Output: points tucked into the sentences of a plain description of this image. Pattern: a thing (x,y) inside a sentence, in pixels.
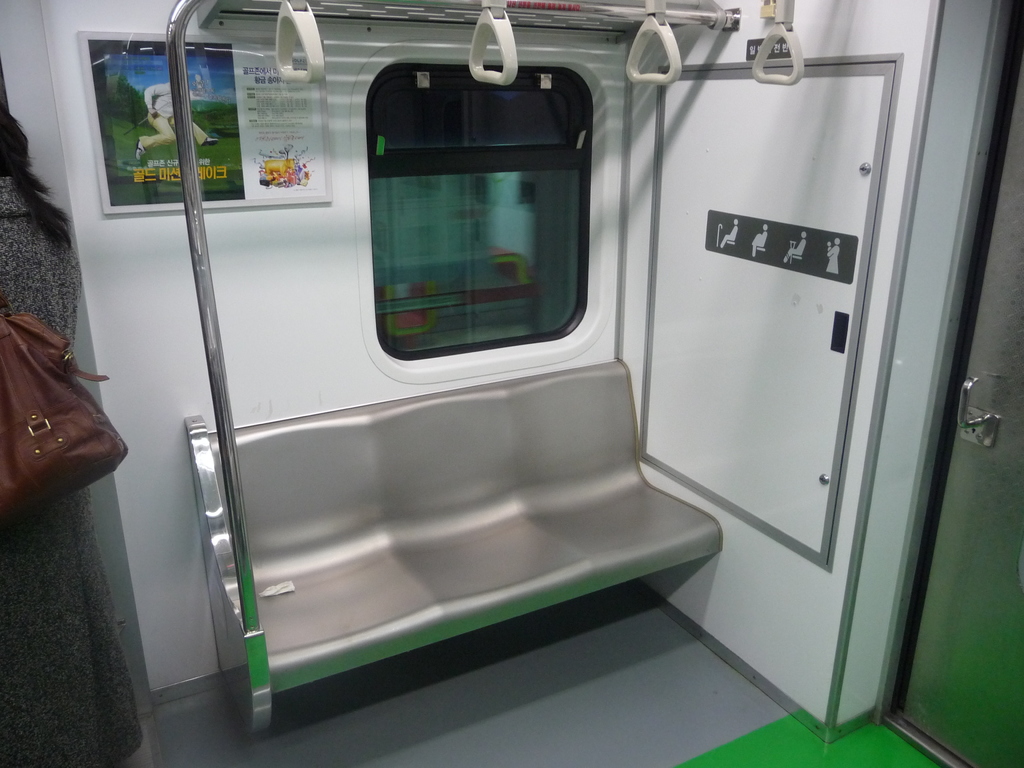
In this image there is a person (42,262) in the metro train (529,243), there is a bench (440,563), hangers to the pole (191,207), a door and a poster (278,127) attached to the train (185,170).
